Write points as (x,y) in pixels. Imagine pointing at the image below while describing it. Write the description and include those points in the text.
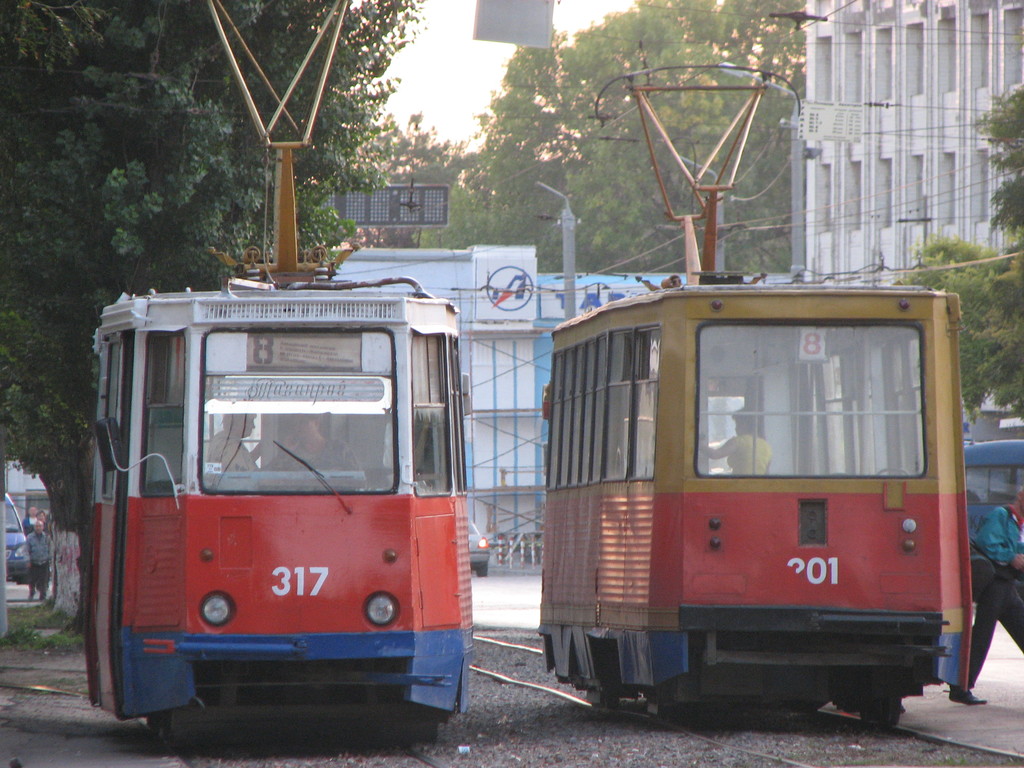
In this picture we can observe two rail engines (626,540) moving on the railway tracks (809,726) which were in red and blue color. We can observe wires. There are buildings (806,240) in this picture. We can observe trees (600,174). In the background (451,72) there is a sky (429,84).
